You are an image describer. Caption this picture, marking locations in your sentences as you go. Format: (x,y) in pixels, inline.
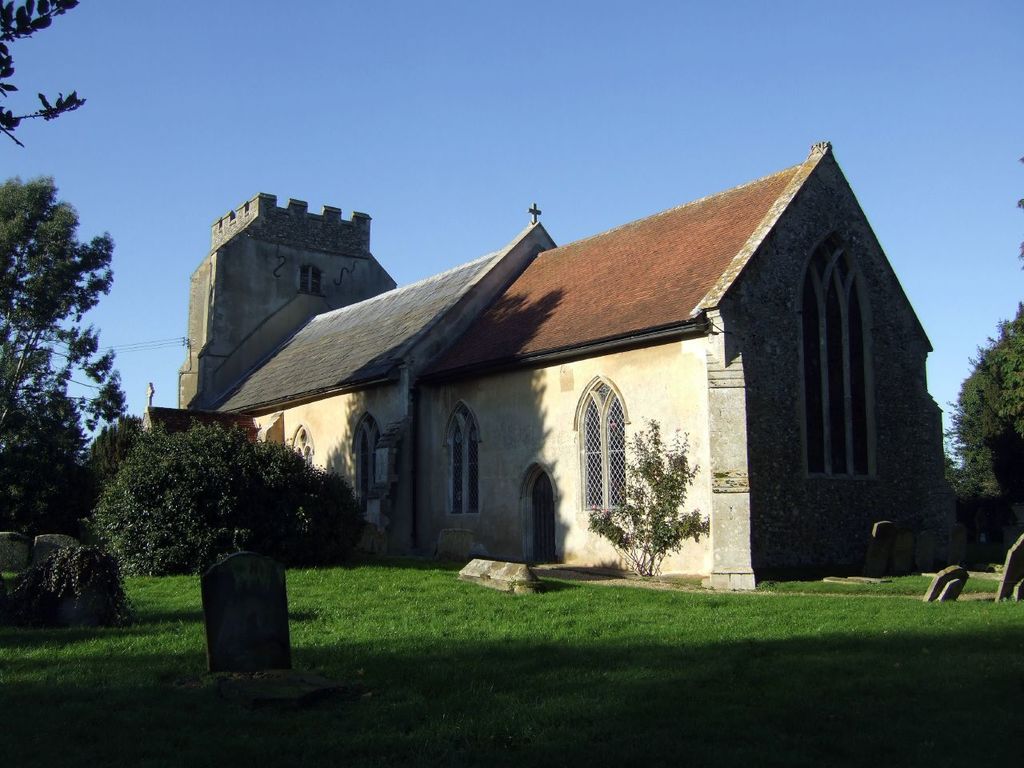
In this picture we can see headstones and some grass (131,705) on the ground (417,626). We can see plants (57,570), trees (57,475) and a house (322,360). There are cross symbols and a few things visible on the house (436,411). We can see the sky (482,86).
